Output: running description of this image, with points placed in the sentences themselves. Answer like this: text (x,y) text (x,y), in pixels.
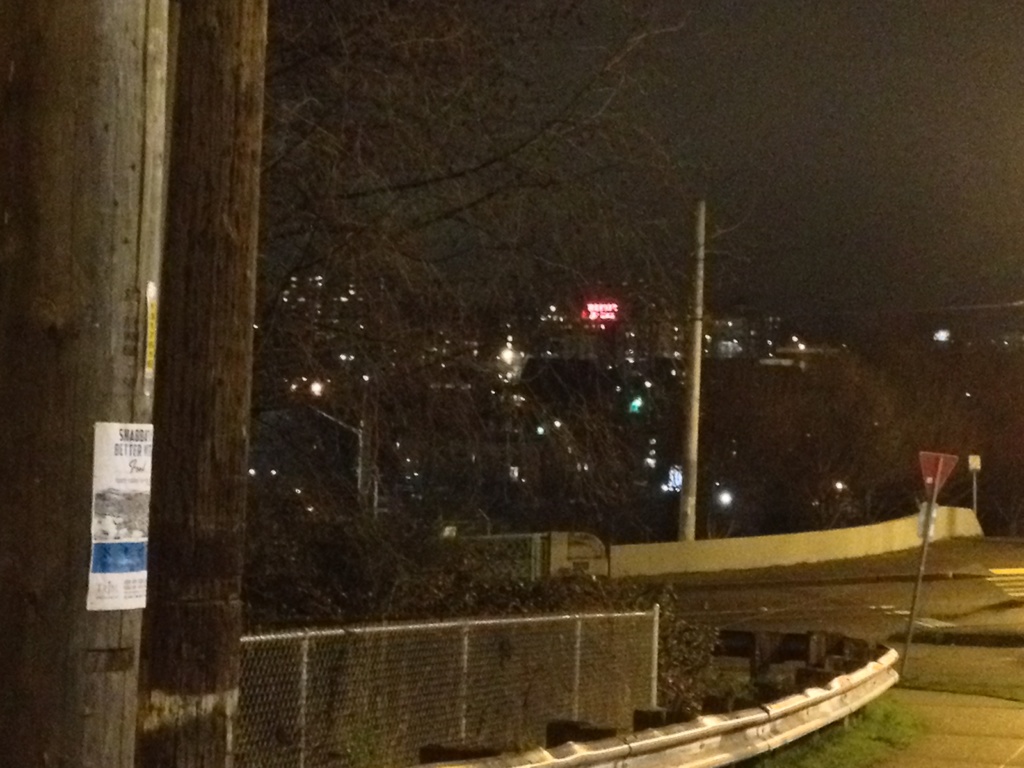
In this image we can see a poster (100,496) on the pole (84,401), fence (381,686), road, boards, trees (620,420), lights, LED board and the dark sky (830,308) in the background (823,230).
